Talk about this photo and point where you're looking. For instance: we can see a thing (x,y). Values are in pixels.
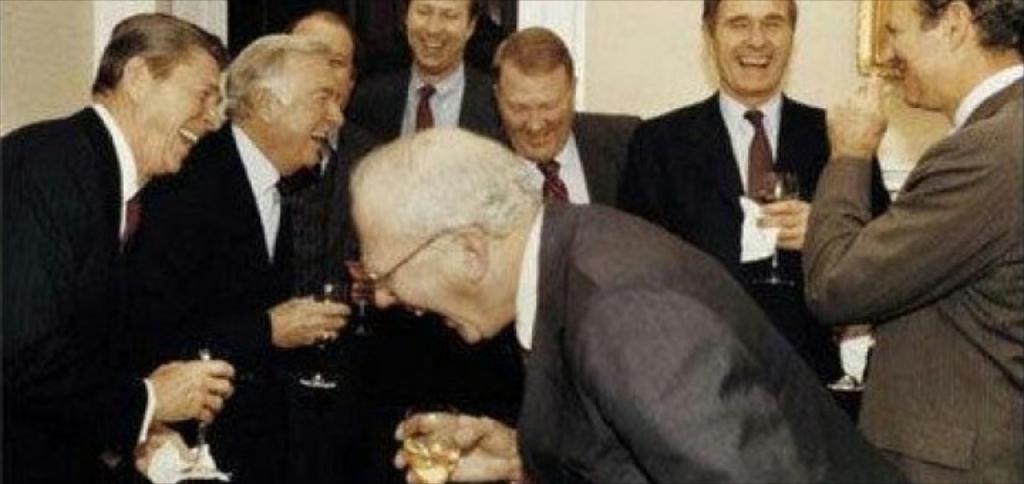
In this image we can see few people (371,142) laughing, some of them are holding glasses (429,453) with drink (429,453) and few objects (161,459) and there is a picture frame (867,21) to the wall (623,42) on the right side of the image (858,41).
